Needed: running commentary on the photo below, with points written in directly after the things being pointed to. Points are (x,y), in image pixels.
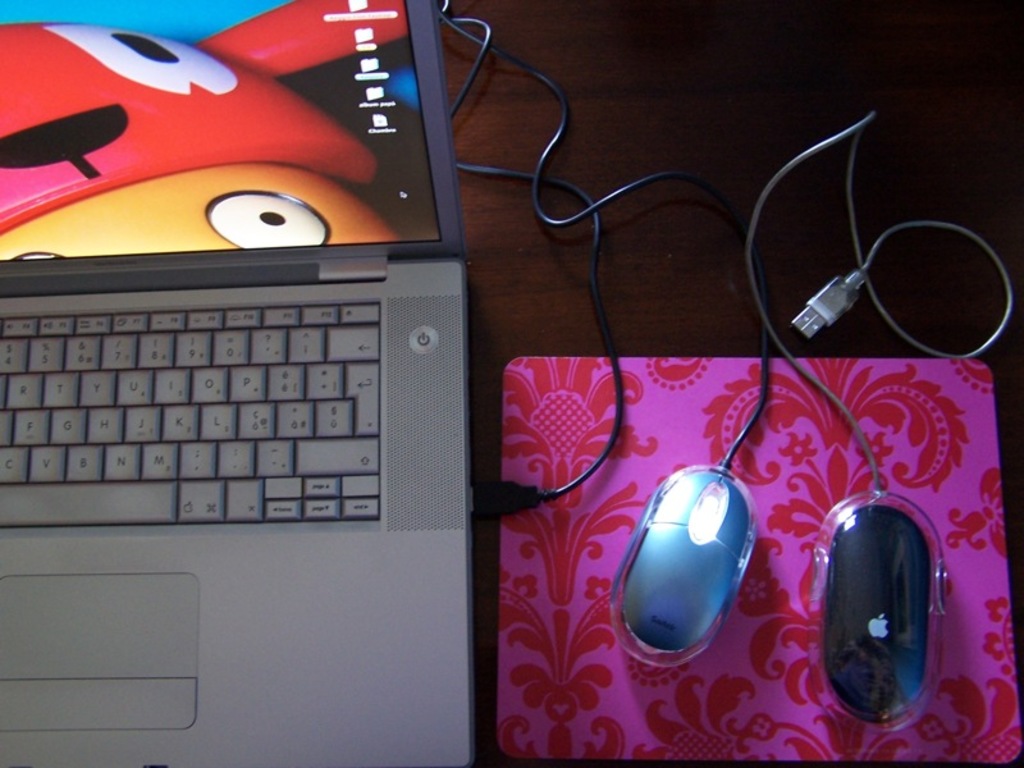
In this image there are two mouses (907,528) on the mouse pad (675,421). There is a laptop (286,223) on the table (701,87).
